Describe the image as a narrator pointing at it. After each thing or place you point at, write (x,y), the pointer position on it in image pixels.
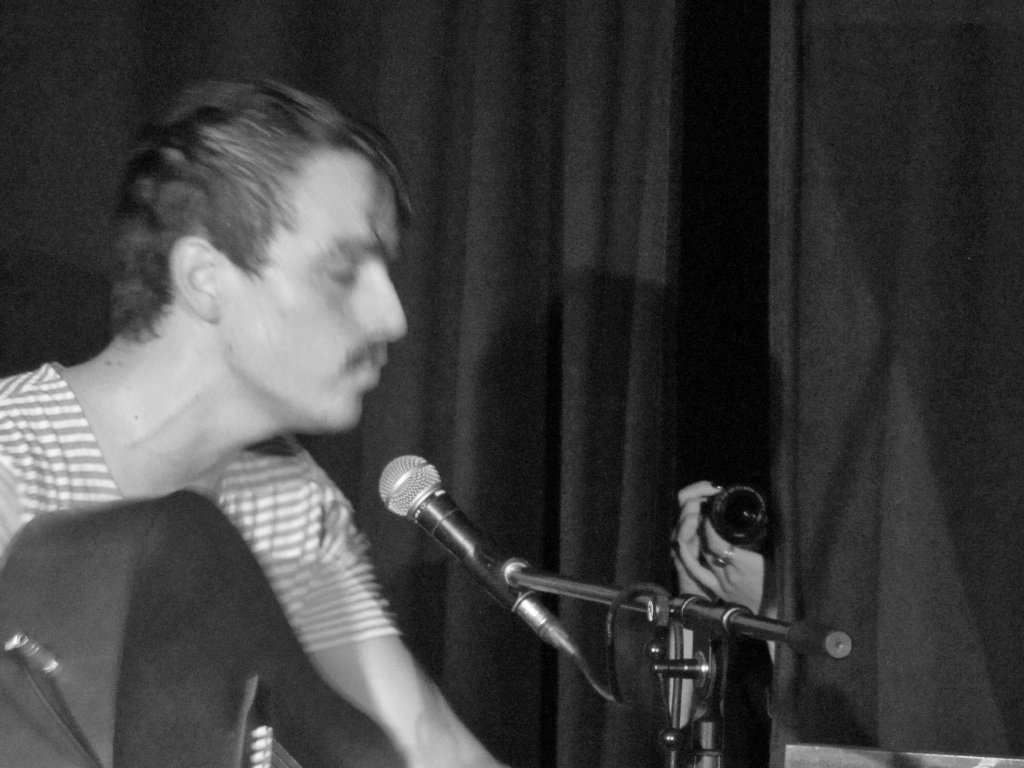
In this picture I can see a person (288,394) in front of the mic (445,547).
